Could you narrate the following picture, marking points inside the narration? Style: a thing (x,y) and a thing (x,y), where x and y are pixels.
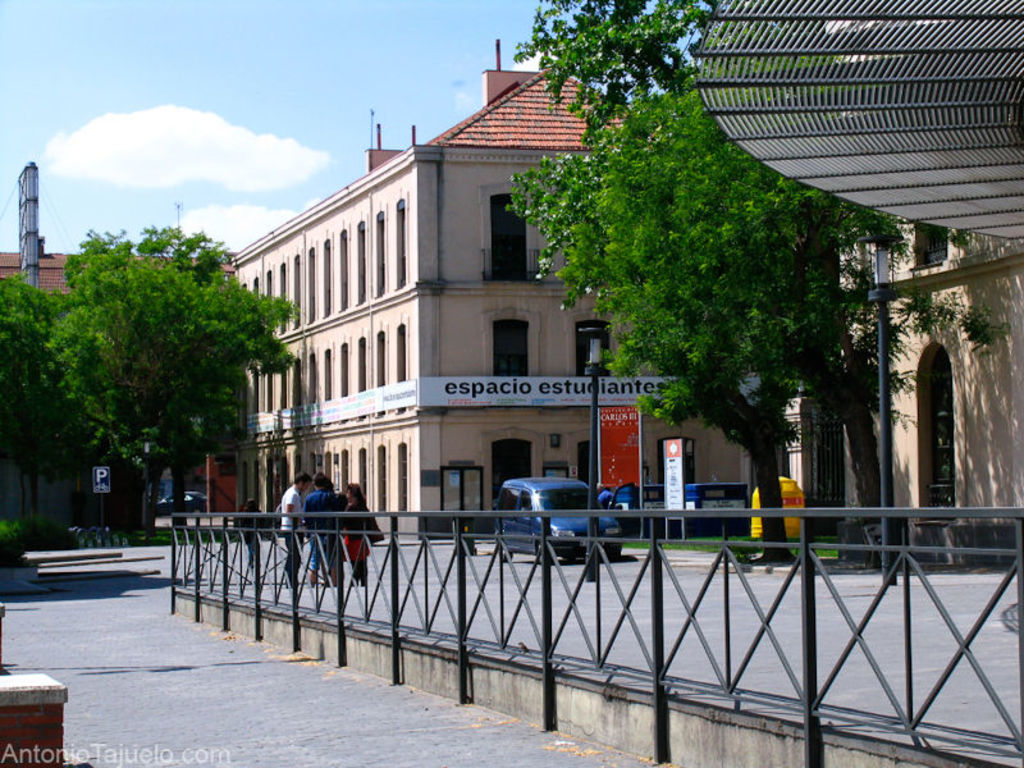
In this image there is a road (224,675) in the middle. In the middle of the road (779,617) there is an iron railing (424,564). Beside the railing (518,561) there are few people (314,495) who are standing on the ground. In the background (428,447) there is a building (461,295). There are trees (215,282) on either side of the building (478,319). On the road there are vehicles (548,477). At the top (296,77) there is the sky (312,58). There are hoardings (625,452) on the footpath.
